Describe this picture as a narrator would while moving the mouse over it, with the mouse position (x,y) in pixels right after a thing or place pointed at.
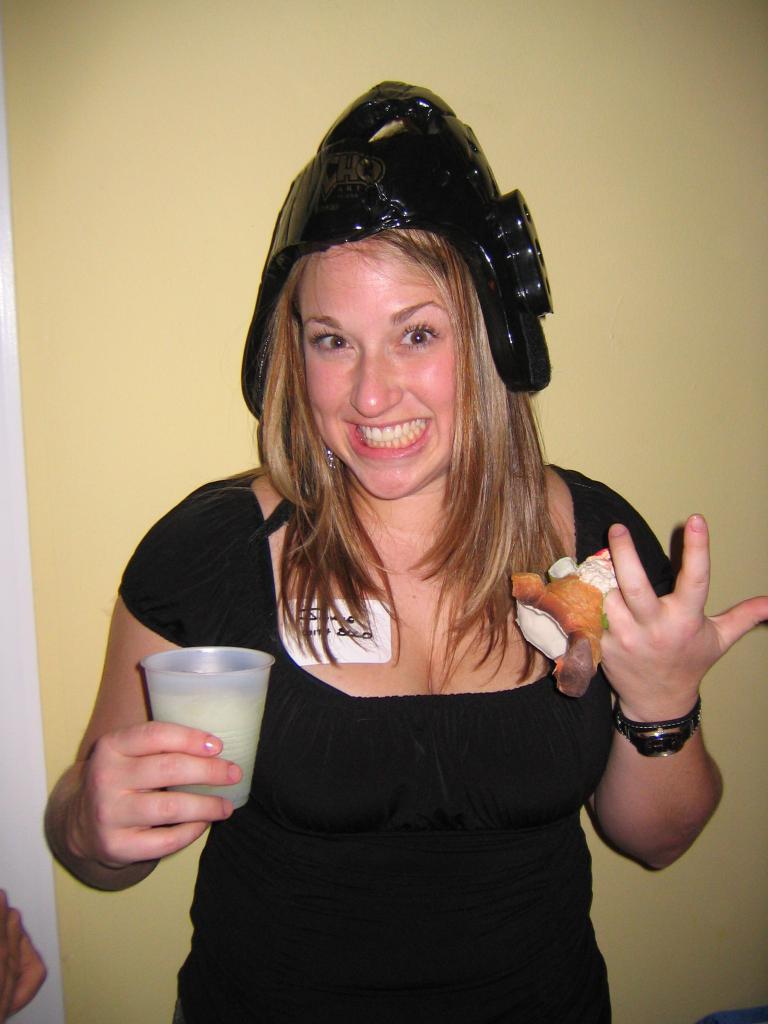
This is the woman (454,701) standing and smiling. She wore a kind of a helmet (255,333). She is holding a glass (260,714) and food (572,608) in her hands (668,645). In the background (321,55), that looks like a wall (276,36), which is light yellow in color.
